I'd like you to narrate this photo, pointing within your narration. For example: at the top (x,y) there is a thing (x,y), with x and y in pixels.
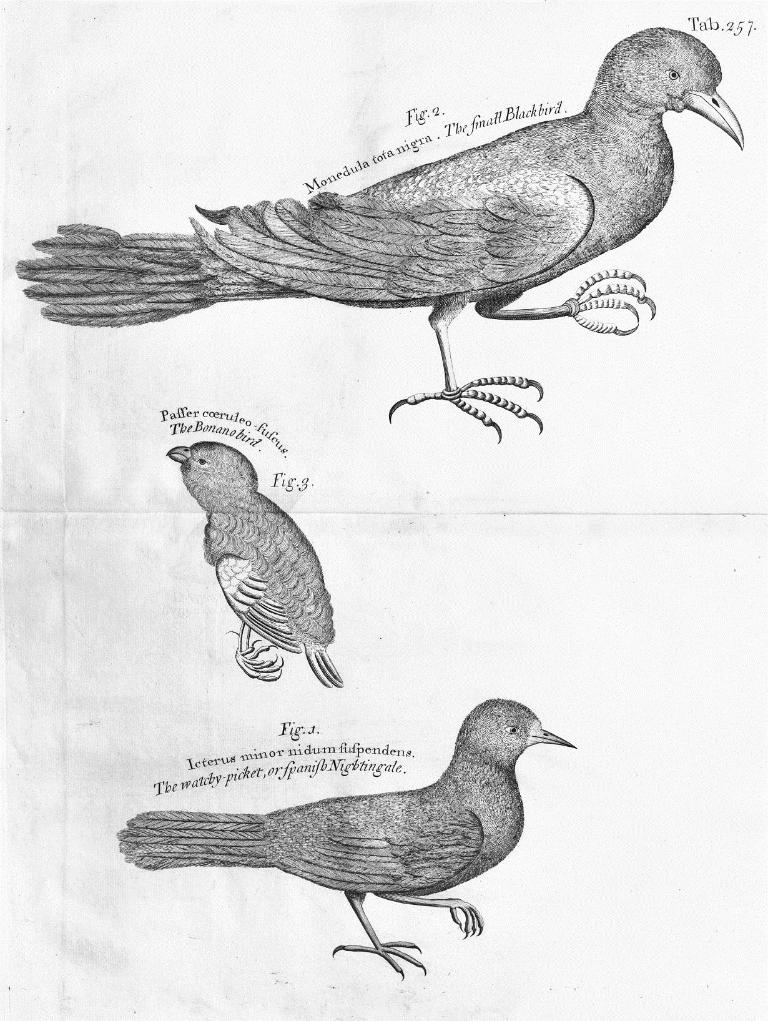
In this picture we can see the paper (635,507). In that paper (701,979) there are three birds (402,870) were designed, beside that we can see the quotations (335,758).
